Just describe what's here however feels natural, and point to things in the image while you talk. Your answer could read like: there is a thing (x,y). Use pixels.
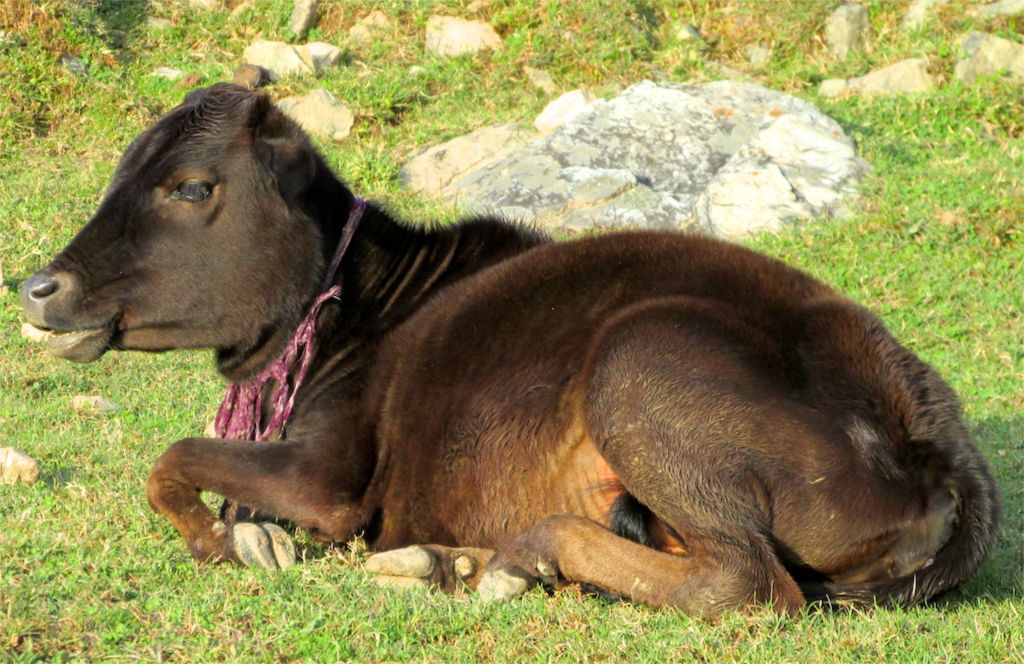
In this picture we can see an animal (535,431) on the ground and in the background (202,372) we can see the grass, some stones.
